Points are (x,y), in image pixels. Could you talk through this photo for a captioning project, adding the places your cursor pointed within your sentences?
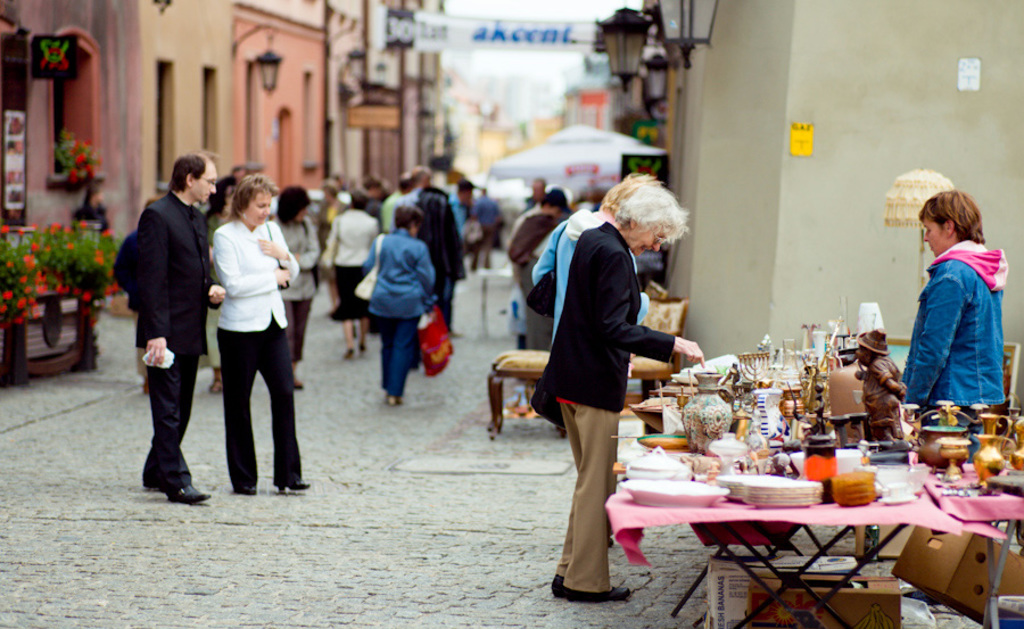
This picture is clicked outside. In the center (573,404) we can see the group of persons (573,290) seems to be standing on the ground (483,437) and we can see the tables (991,509) on the top of which we can see the pots (933,456), jugs (982,459), sculpture (889,370), plates (642,486) and many other objects (829,436) are placed and we can see the chairs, flowers (45,285), plants (56,249), lamps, buildings (486,124), tent (608,133) and some other objects (961,593) are placed on the ground (841,550). In the background (502,223) we can see the group of persons (472,196) and some other objects (613,76) and we can see the sky (534,73).
